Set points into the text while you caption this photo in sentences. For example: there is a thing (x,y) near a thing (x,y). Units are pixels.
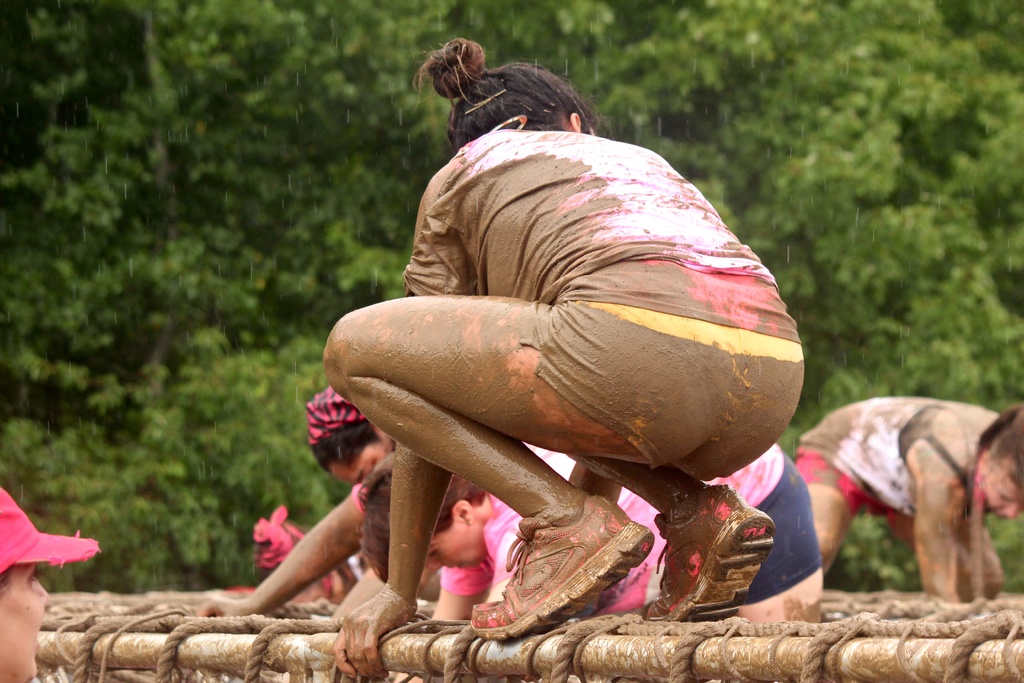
In this image few persons (582,515) are playing in a mud (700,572) and there are some rods (880,644) and threads (182,632) in that mud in the background (255,282) there are trees (316,356).
